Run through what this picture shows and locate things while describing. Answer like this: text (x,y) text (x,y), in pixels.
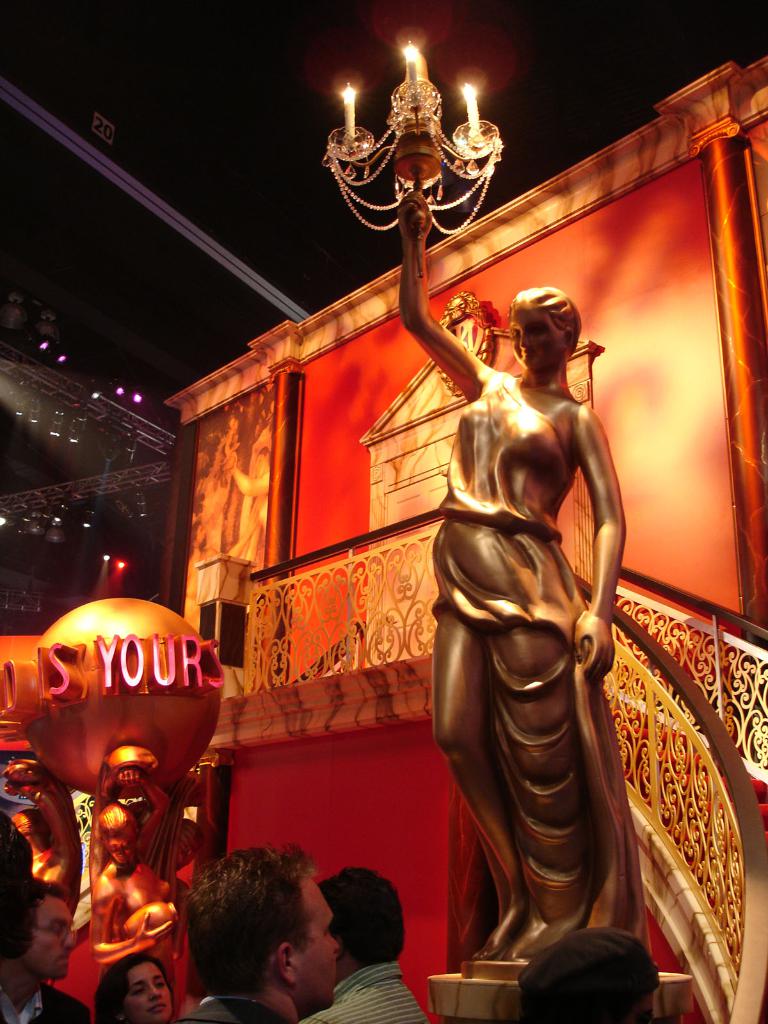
In this image we can see a statue (588,611) in golden color, it is holding the candles (474,102) in the hand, here is the staircase (716,737), here are the group of people (339,888) standing, here is the wall (403,792), here are the lights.
